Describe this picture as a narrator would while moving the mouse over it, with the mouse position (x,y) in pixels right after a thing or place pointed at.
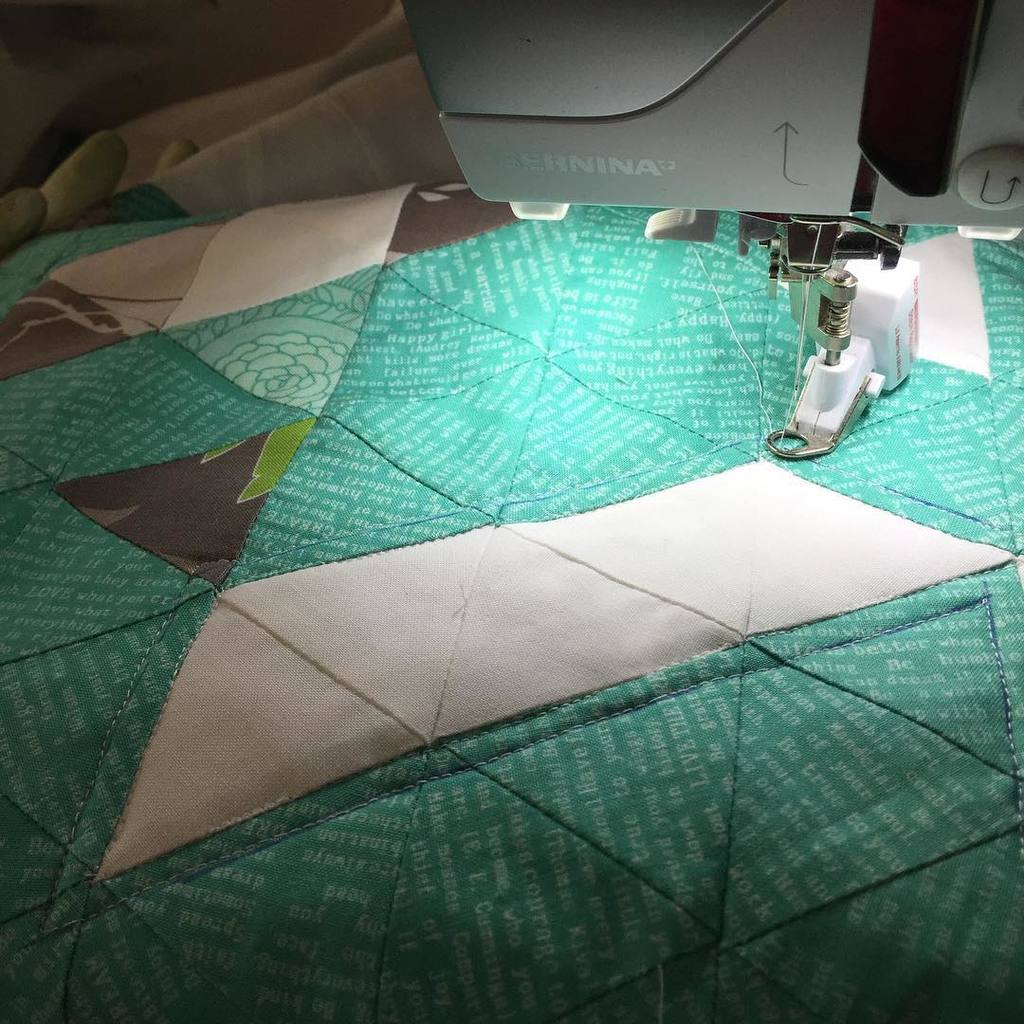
In this image there is a sewing machine (709,2) and a cloth (55,482).
